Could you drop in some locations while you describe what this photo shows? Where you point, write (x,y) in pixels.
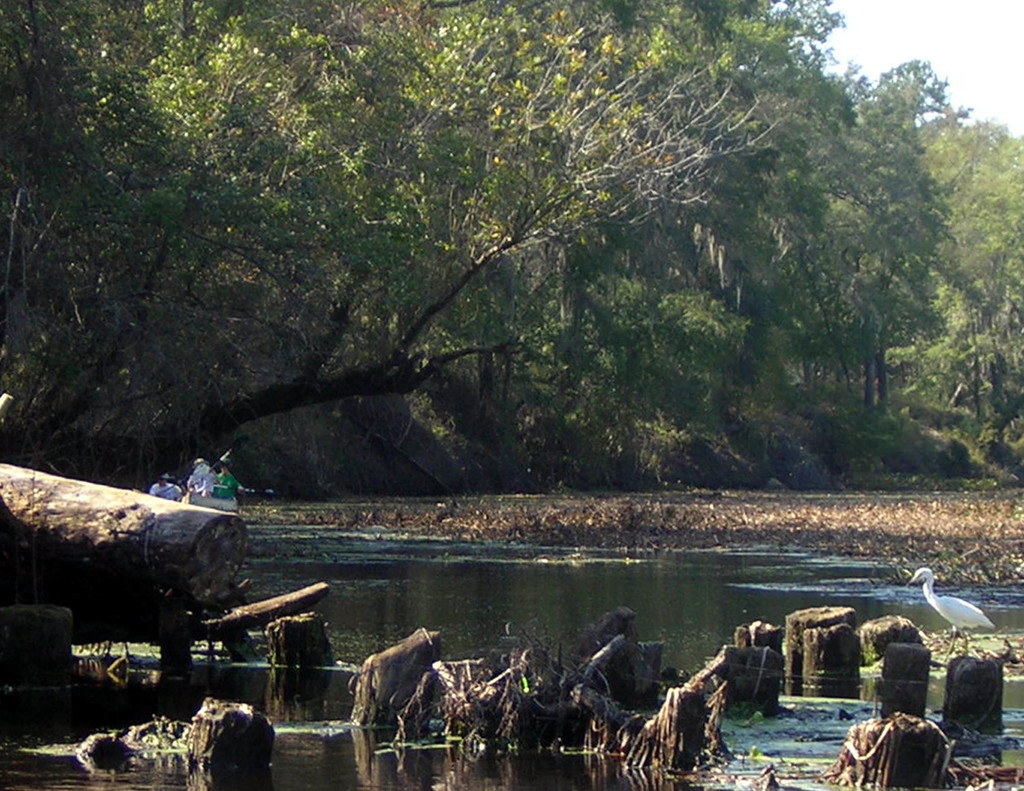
This is the picture of a river (713,570). In this image there are group of people (220,467) sitting on the boat (204,505) and there is a boat (225,510) on the water (259,560). At the back (420,350) there are trees (420,350). In the foreground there is a crane (971,620). At the top (975,52) there is sky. At the bottom (950,593) there is water (950,593).
